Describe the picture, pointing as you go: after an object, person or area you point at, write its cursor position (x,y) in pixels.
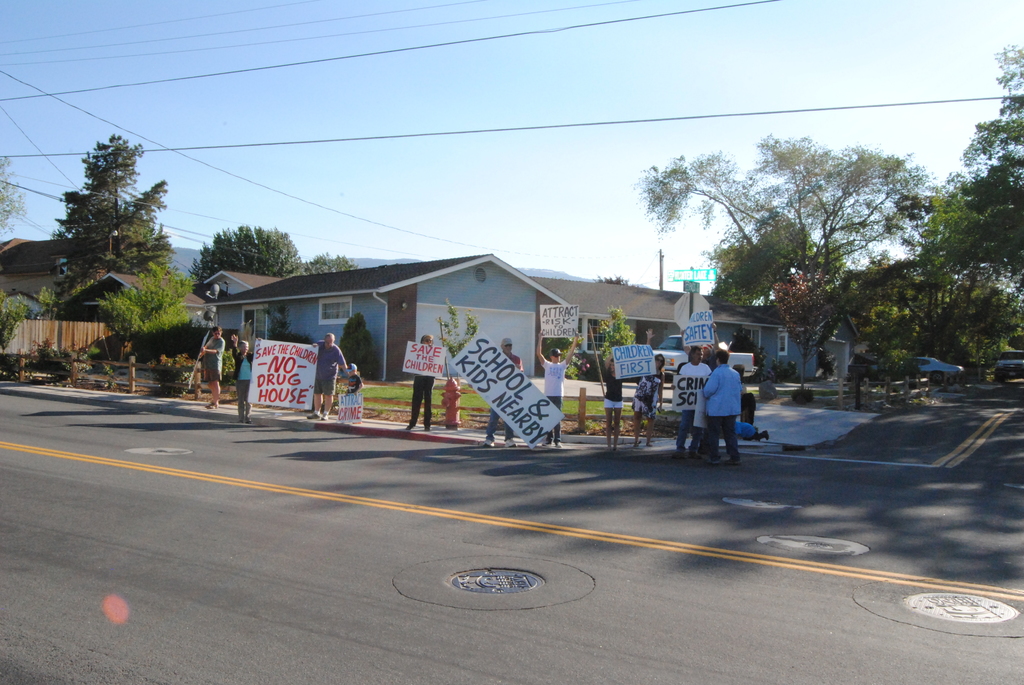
In this image few persons (352,381) are standing on the pavement (263,414). They are holding boards (467,351) in their hands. Few persons (610,376) are standing on the road (767,492). Left side (26,361) there is a fence (193,386), behind there are few plants (167,372) and trees (153,314) on the grass land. There are few houses (251,316). Behind there are few trees (67,208). There are few vehicles (1016,369) on the road (1013,390). Bottom of image (464,588) there are few manholes (844,552). Top of image (414,114) there is sky (390,134).
